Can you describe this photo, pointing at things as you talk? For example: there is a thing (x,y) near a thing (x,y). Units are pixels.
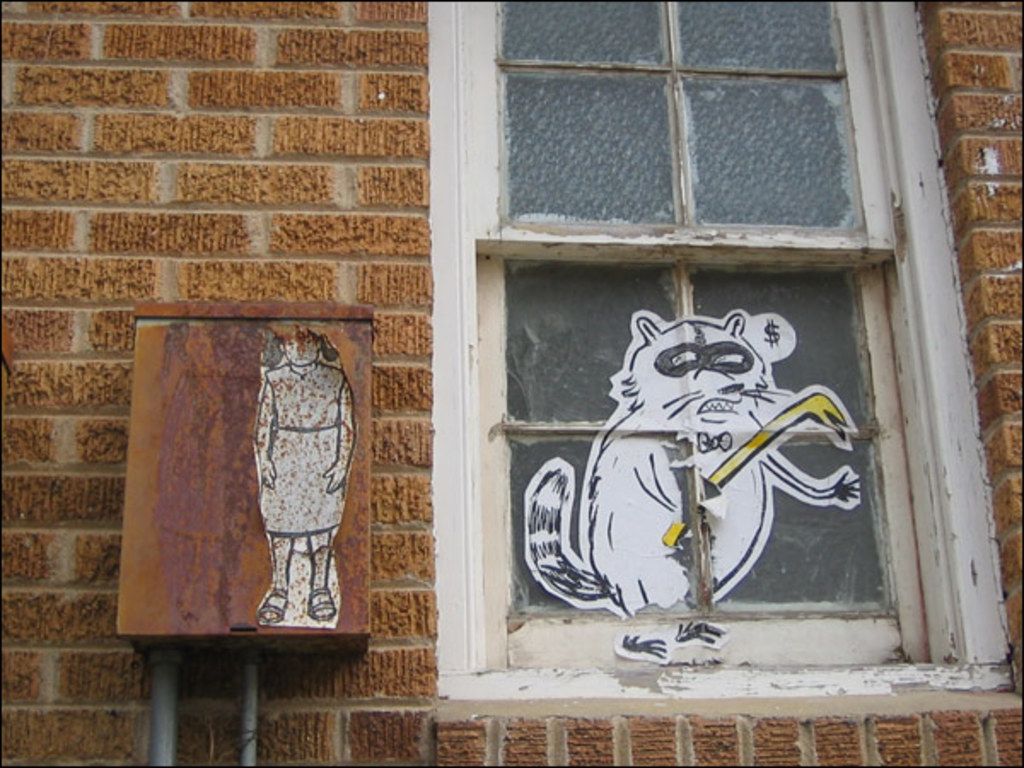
This is a out side view of a wall (267,210) and here is a window (584,153) which is having a street art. Just besides the window (464,267) to the left hand side of the image (179,334) I can see a metal box (190,342) with a street art (302,445) of a girl (312,453) again.
